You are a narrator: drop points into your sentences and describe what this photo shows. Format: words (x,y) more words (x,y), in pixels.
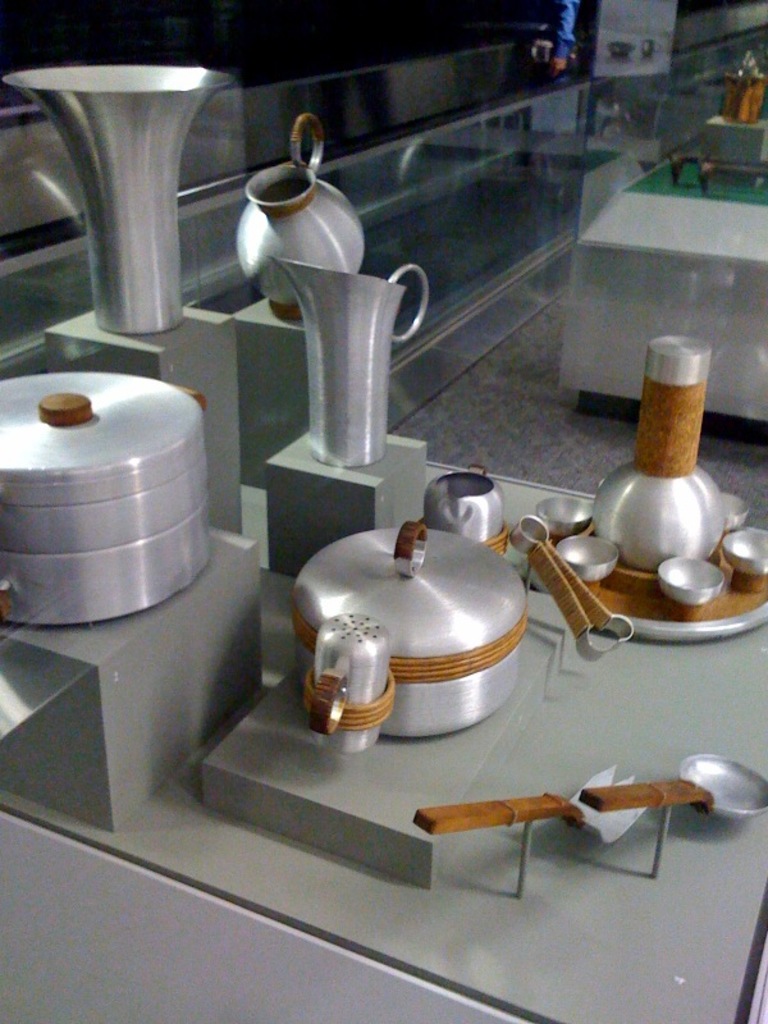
At the bottom of the image (603,796) on the platform (261,796) there is a spoon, tongs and different types of vessels (355,279). Behind the platform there is a glass railing (560,132). And on the right side of the image (670,222) in the background (699,222) there is a table (721,222) with few objects (733,169) on it.
